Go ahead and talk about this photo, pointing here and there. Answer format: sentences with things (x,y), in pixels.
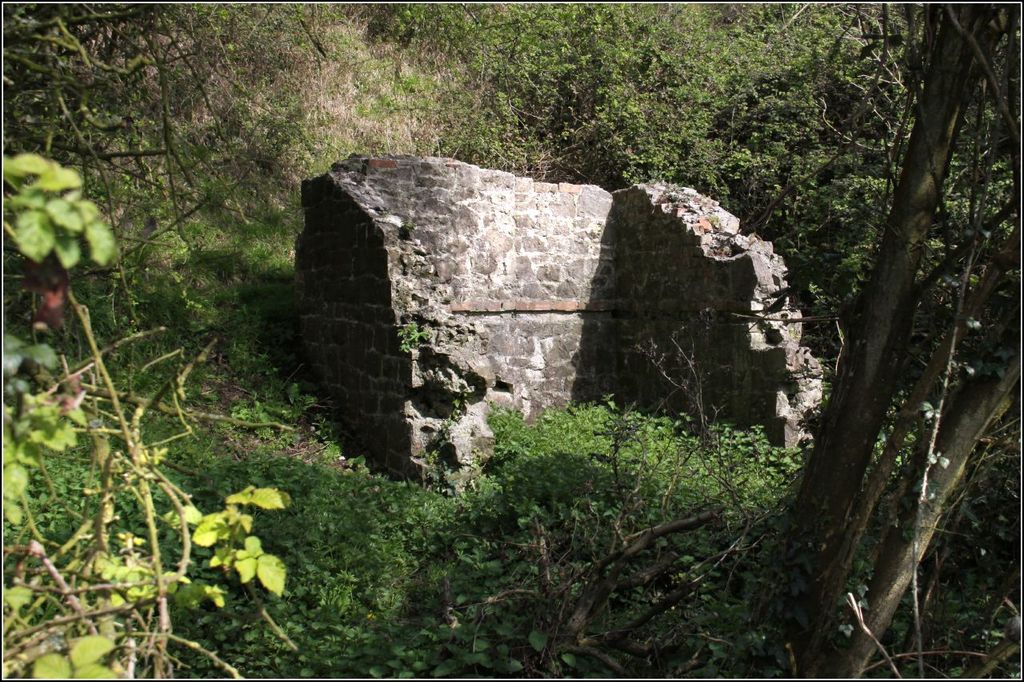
In this picture I can see the wall (370,419) in the center (632,410) and around it I can see the plants (292,288) and trees (60,71).
